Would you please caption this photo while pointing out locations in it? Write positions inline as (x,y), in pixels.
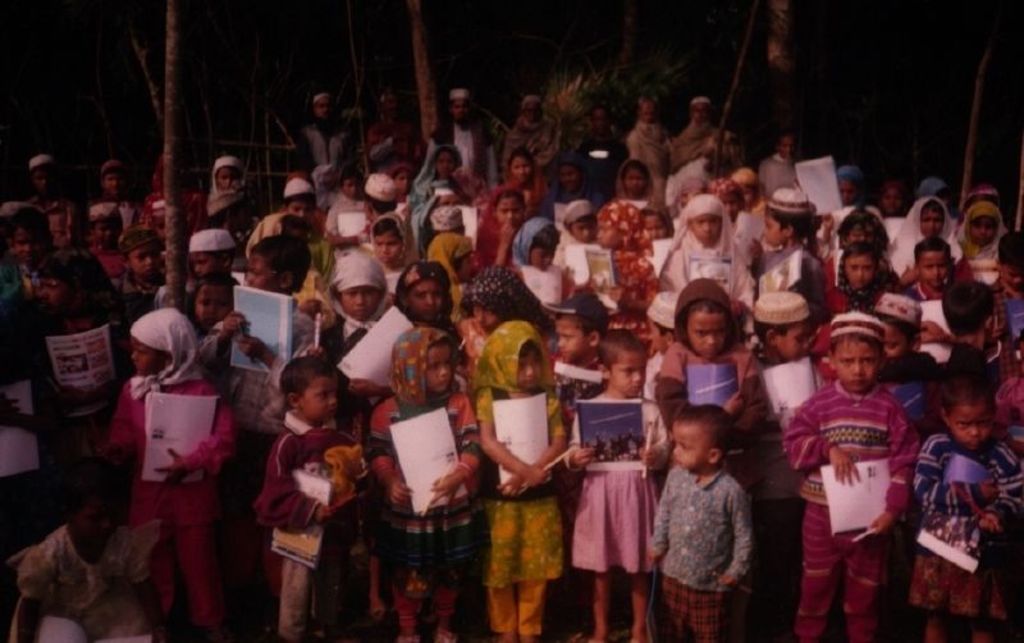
In this image I can see a group of children (515,333) are standing by holding the books (517,411) in their hands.
